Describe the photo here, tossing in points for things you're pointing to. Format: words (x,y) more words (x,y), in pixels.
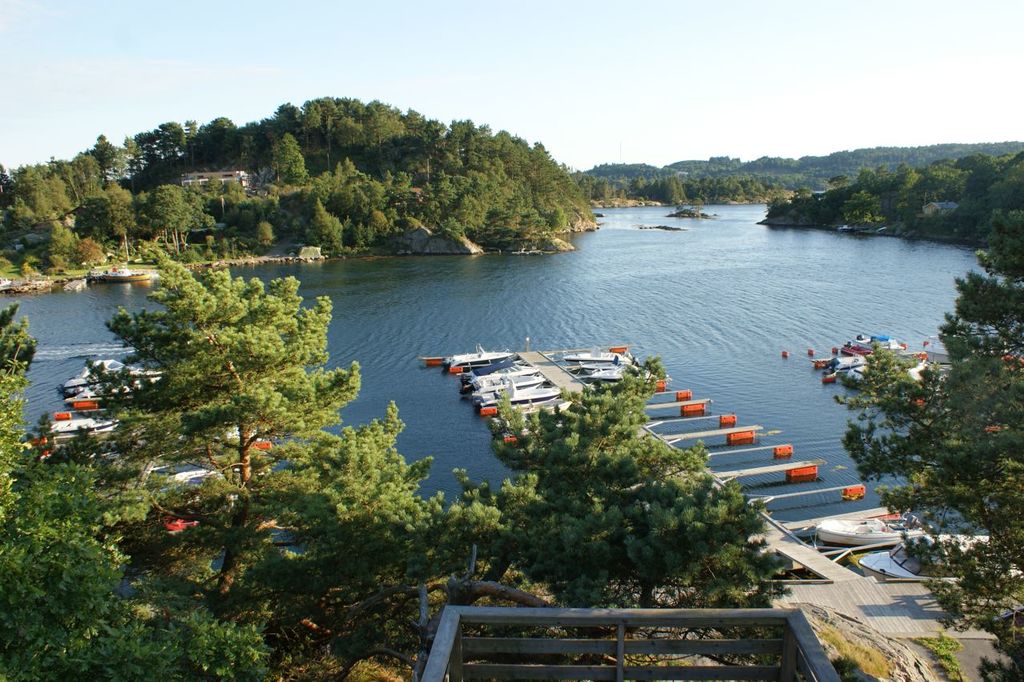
It is a shipyard (480,398) there are a lot of ships (179,474) kept beside a bridge (847,572) on the water (94,342) and around the shipyard (834,558) there is a lot of greenery (626,170) with plenty of trees (70,531) and in the background (632,70) there is a sky (757,100).
